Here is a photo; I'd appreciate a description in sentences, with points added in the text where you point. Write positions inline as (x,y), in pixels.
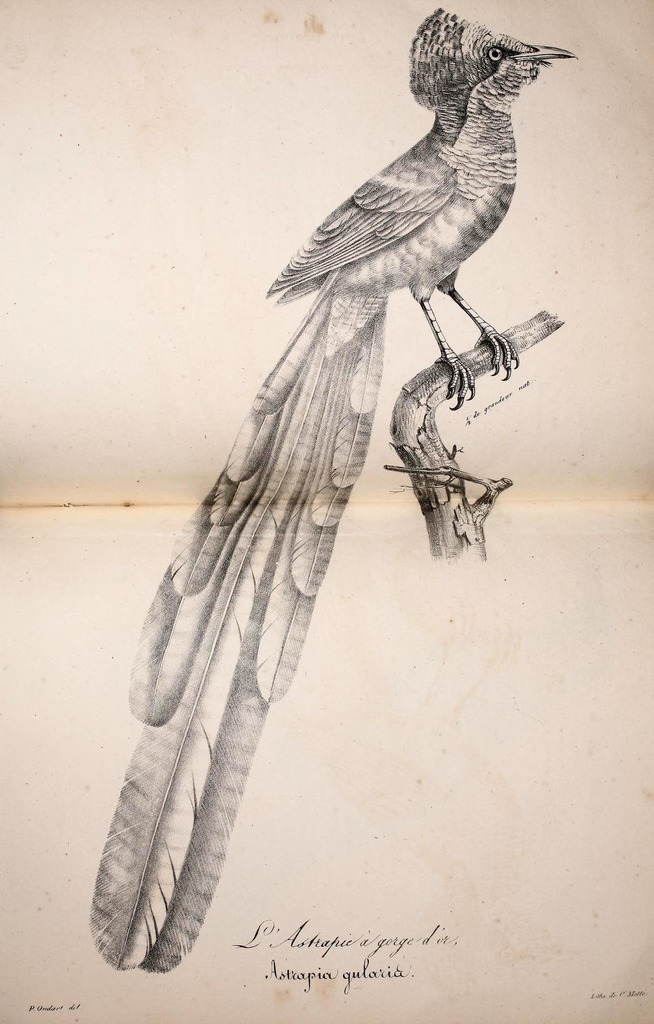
In this picture we can see a drawing (274,550) of a bird (306,620) on a branch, at the bottom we can see some text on it.
